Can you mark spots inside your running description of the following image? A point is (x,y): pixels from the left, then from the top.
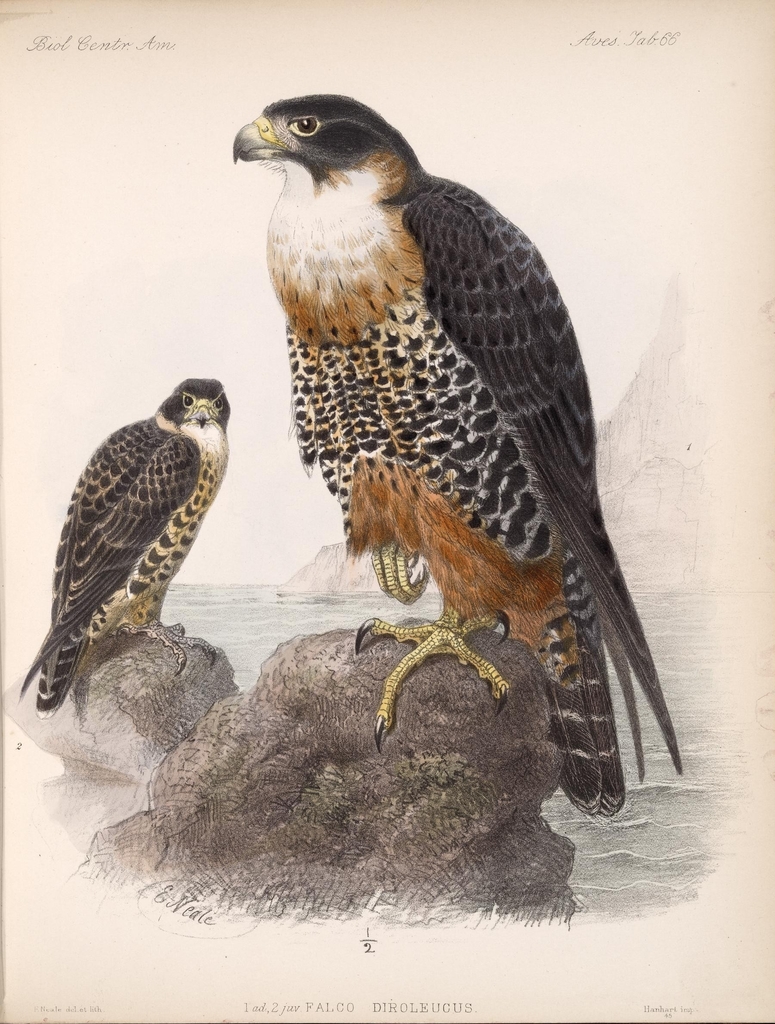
In this image we can see a poster (341,722), there are two birds (469,462) on the stones (329,782), also we can see some text (172,48), water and mountains (661,398).
